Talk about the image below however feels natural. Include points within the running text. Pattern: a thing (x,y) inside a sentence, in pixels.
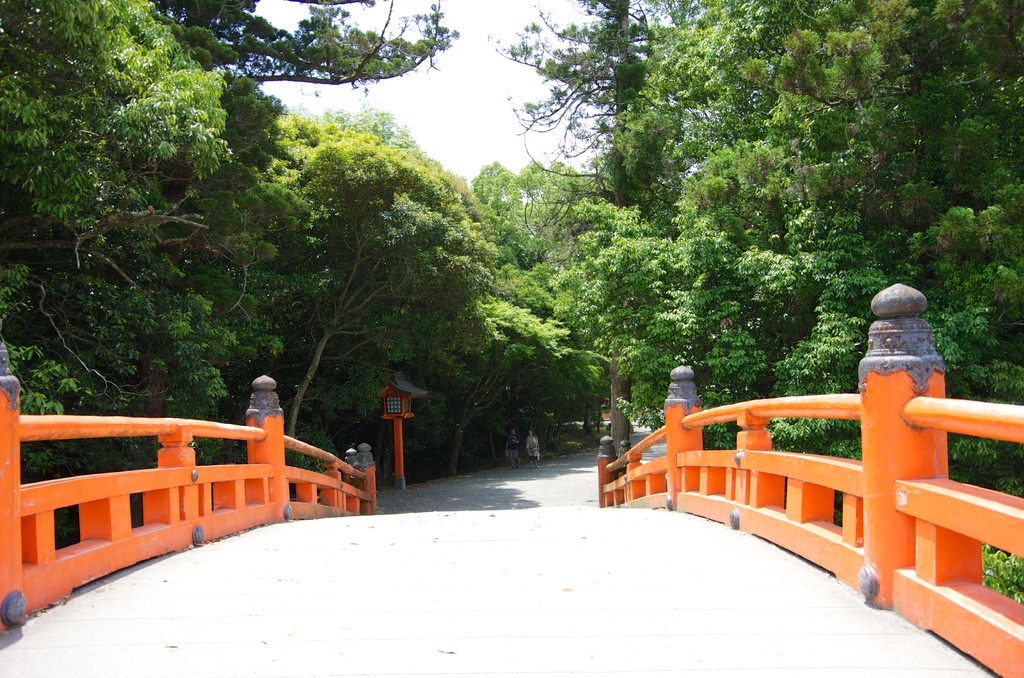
In this image in the center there is a walkway (506,578). In the background (445,339) there are trees (591,322), persons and there is a pole (398,413) which is red in colour.
